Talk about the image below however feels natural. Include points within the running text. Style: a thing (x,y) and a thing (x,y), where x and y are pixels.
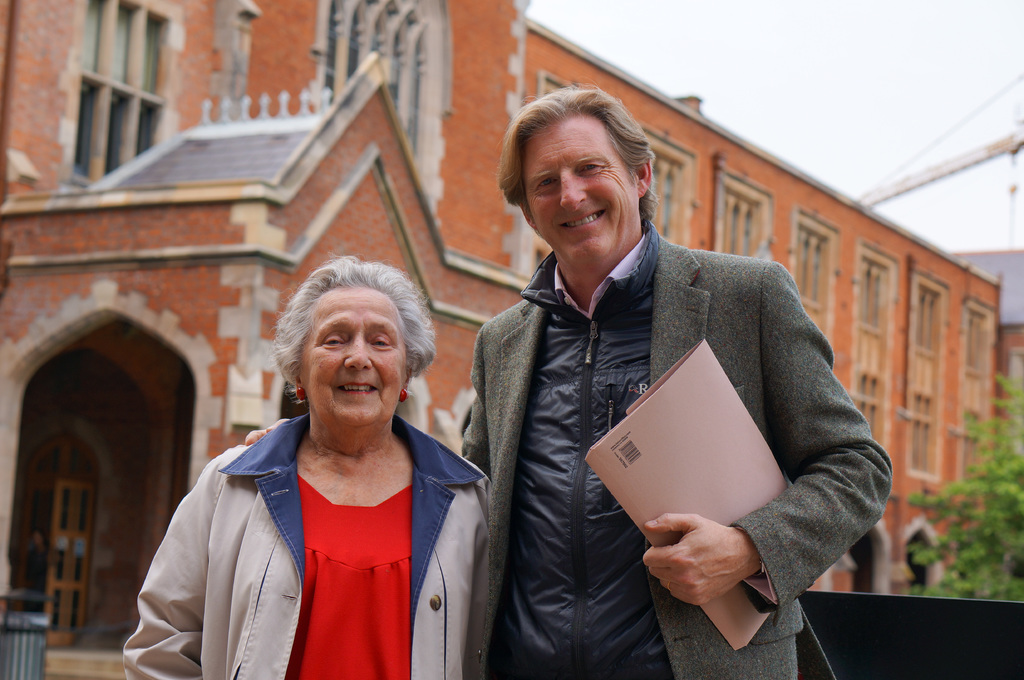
In this image we can see a man (581,239) and a woman (352,515) are smiling. The man (581,359) is wearing a blue color jacket (561,517), grey coat (508,396) and holding file (635,510) in his hand (692,535). The woman (325,594) is wearing a red color top (357,607) with blue-white jacket (261,601). There is a building (184,165) with glass window (142,132) in the background (915,307). We can see a tree (985,537) on the right side of the image (995,509). At the top of the image (709,38), there is the white color sky (796,47).
